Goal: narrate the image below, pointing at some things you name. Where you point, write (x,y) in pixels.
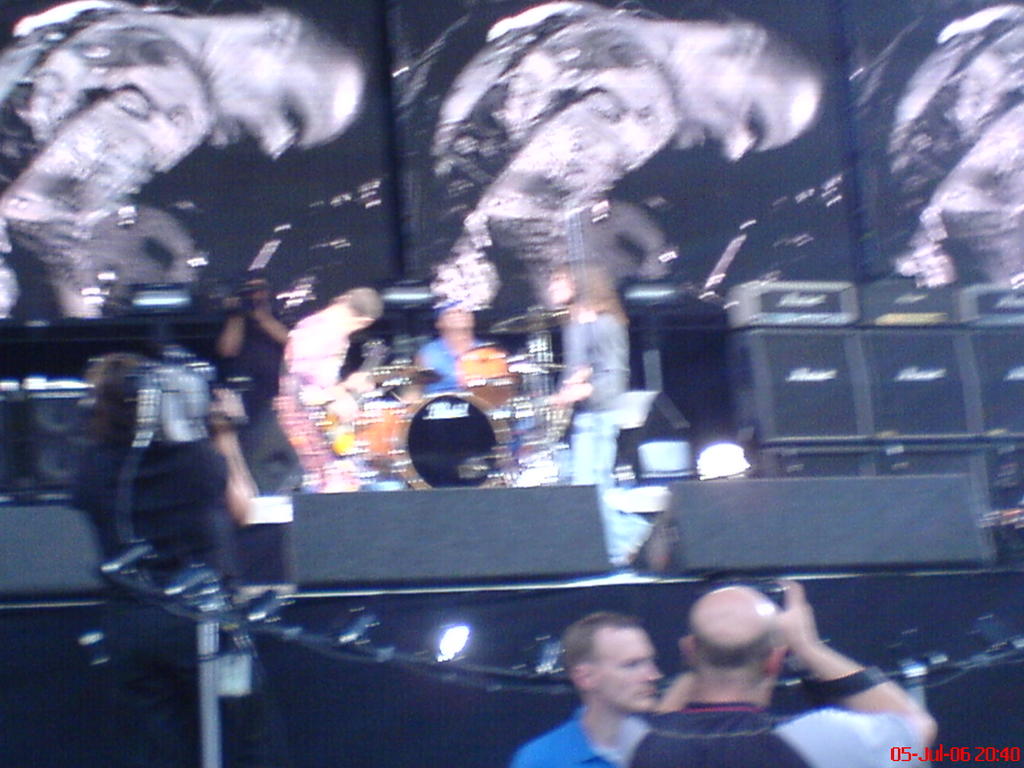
This image looks like it is clicked in a concert. The image is blurred. At the bottom (690,689), there are two men (750,728) standing. The man (772,737) holding the camera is capturing the image. In the background (554,178), there are pictures (442,122). To the right (866,378), there are speakers (857,429). At the bottom (414,699), there is a black curtain (267,752).
